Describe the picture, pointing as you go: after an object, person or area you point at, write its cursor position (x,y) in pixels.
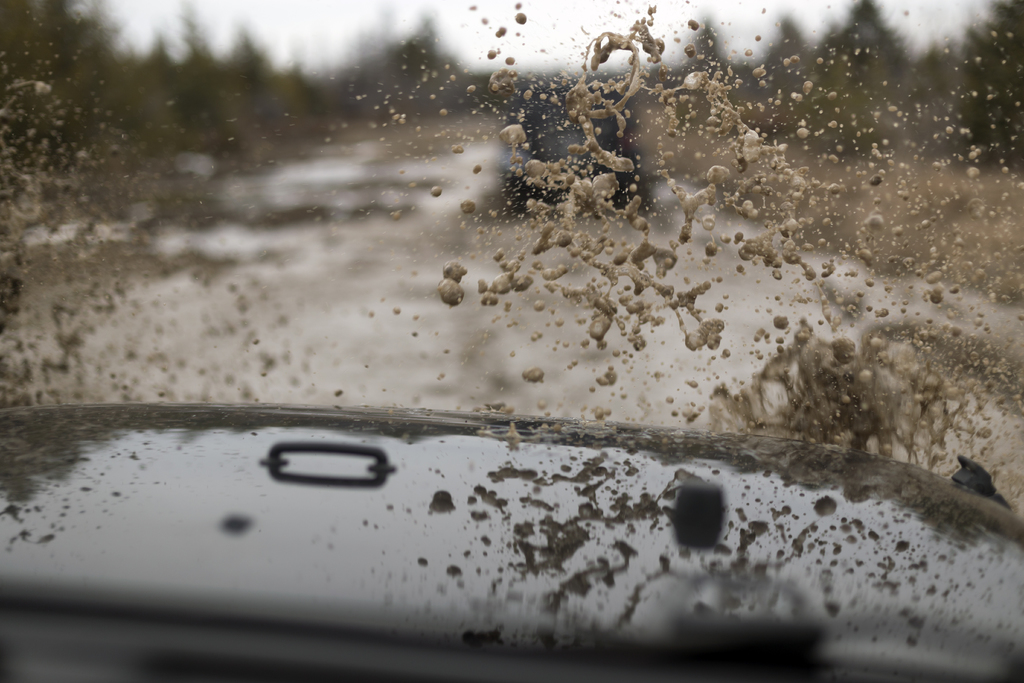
In the background of the image (408,101) there are trees (993,79). There is a car (633,153) on the road (445,248). In the center of the image (583,326) there is water (761,257). At the bottom of the image (403,548) there is car (249,583).
